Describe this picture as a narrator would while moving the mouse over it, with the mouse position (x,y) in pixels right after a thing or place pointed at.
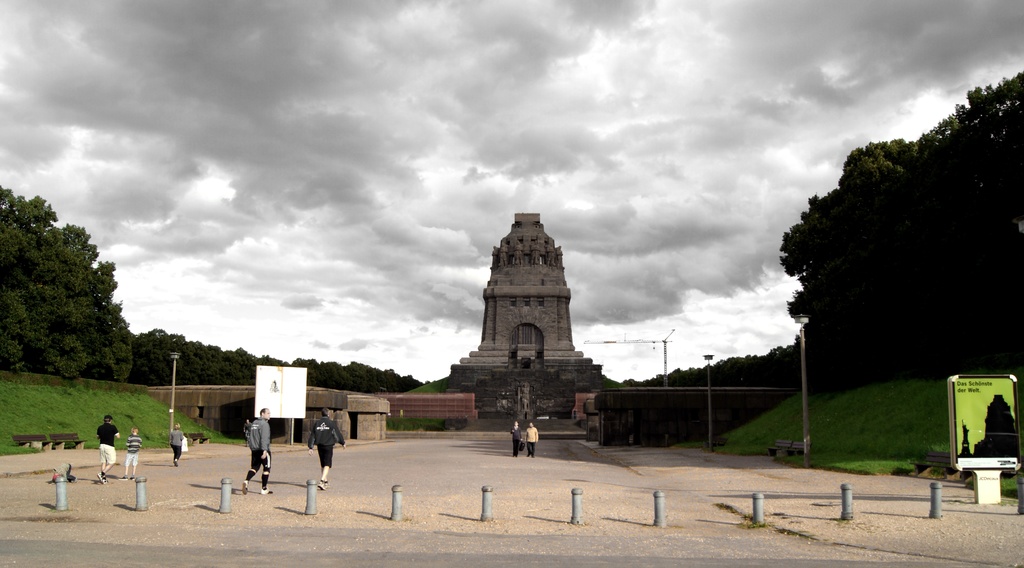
In the center of the image (521,348) there is a monument (550,393). There are people (322,450) walking on the road (221,457). To the both sides of the image there are trees (1,317). There is grass (105,400). At the bottom of the image (350,546) there is road (441,552).
